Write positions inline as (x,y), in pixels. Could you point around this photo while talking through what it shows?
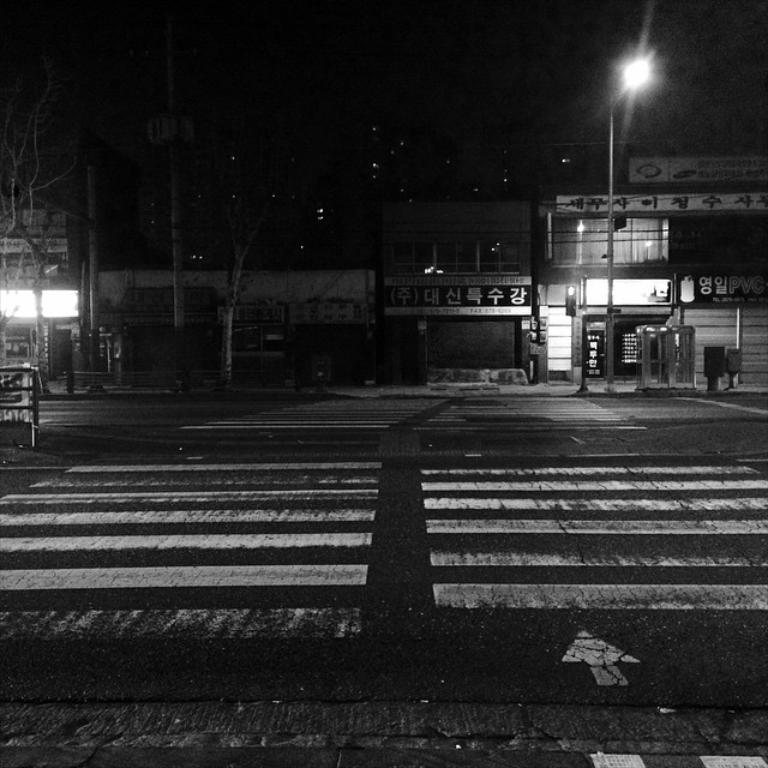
This is a black and white image. In this image we can see road (376,462), bins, stores (387,357), name boards (760,170), street poles (609,247), trees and a street light (639,72).
